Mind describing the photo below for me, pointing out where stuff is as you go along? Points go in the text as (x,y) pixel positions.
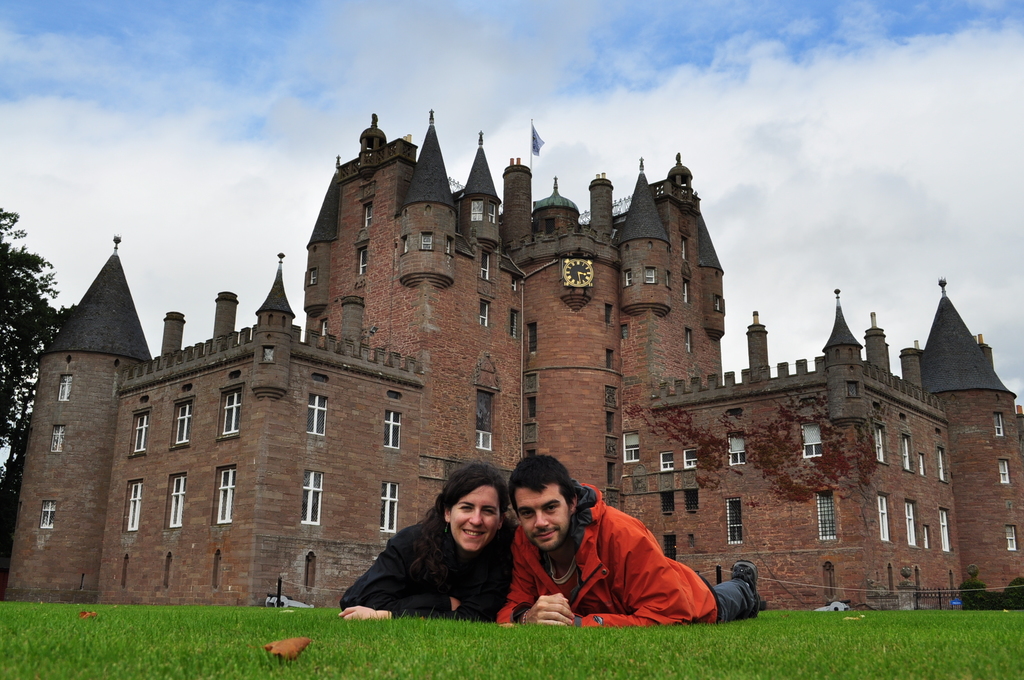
In this image in the front (340,637) there is grass (536,653) on the ground (538,647) and in the center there are persons (505,575) lying and smiling. In the background (441,409) there is a castle (771,461) and on the wall (603,304) of the castle (574,303), there is a clock (575,277) and on the top (513,184) of the castle (518,174) there is a flag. On the left side (7,341) there are trees (11,339) and the sky (728,148) is cloudy and on the right side (980,608) there are plants (991,600).
